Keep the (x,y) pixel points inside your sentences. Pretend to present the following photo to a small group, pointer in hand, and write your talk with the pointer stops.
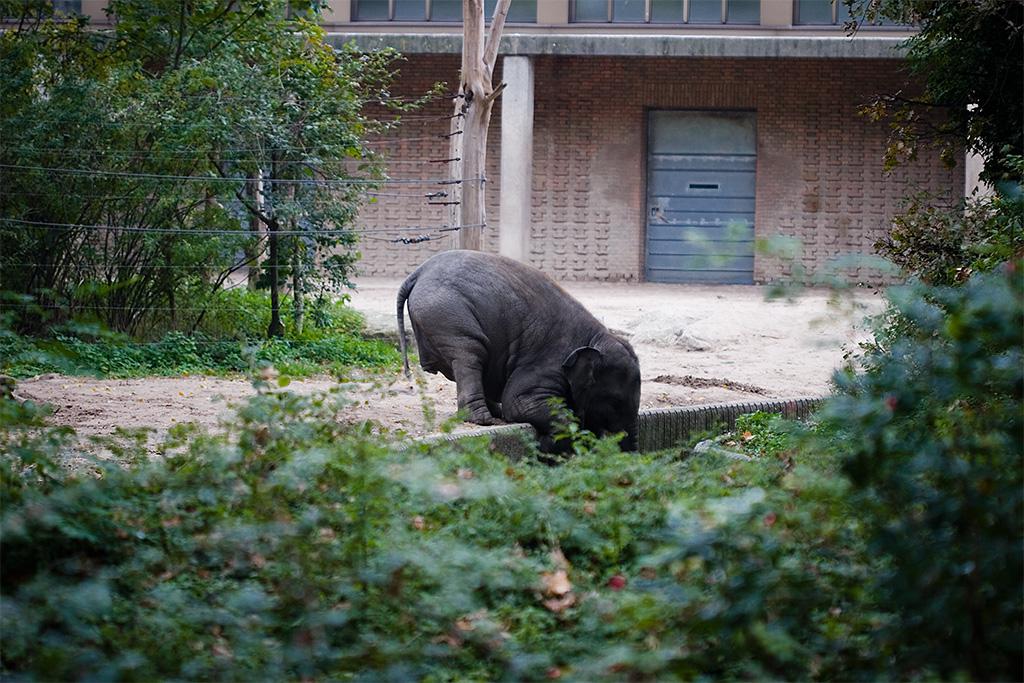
In the image i can see a animal (486,421), plants (928,577) and the house (928,163).
